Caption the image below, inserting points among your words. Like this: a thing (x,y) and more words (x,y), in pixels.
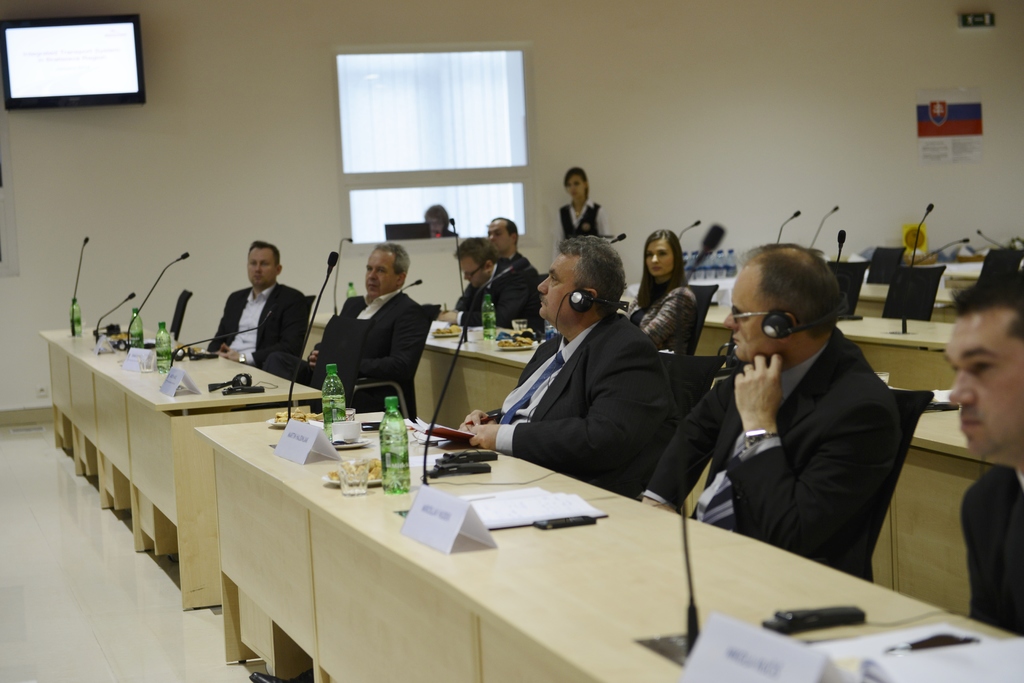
this picture shows a group of people (616,450) seated on the chairs (695,397) and we see headphones (596,300) to their ears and few water bottles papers (514,520) and microphones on the table (443,488) and we see a woman (568,229) standing and serving.
